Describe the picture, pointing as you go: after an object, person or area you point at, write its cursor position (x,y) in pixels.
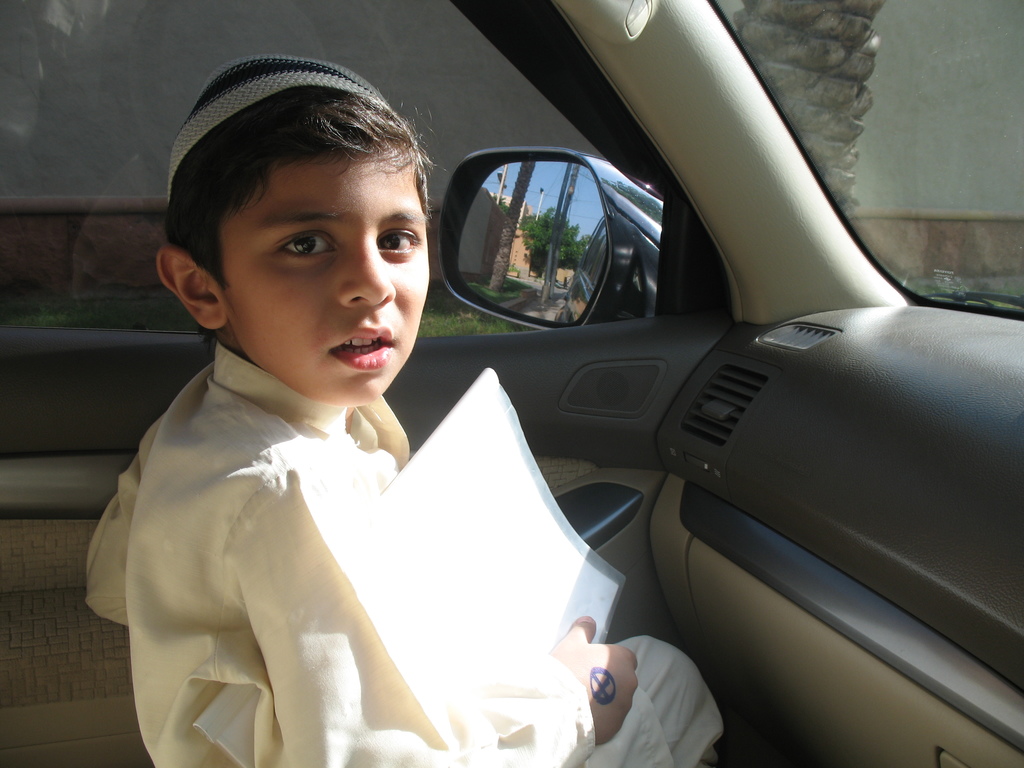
A boy (398,471) is holding a paper (429,524) wearing a cap (294,79) and sitting in a car (124,641). On the side of the car (582,263) there is a mirror (517,264). In the background (193,64) there is a wall (193,64). Also in the front (714,429) there is an AC (708,430) and a dashboard (834,695) for this car (839,708).
